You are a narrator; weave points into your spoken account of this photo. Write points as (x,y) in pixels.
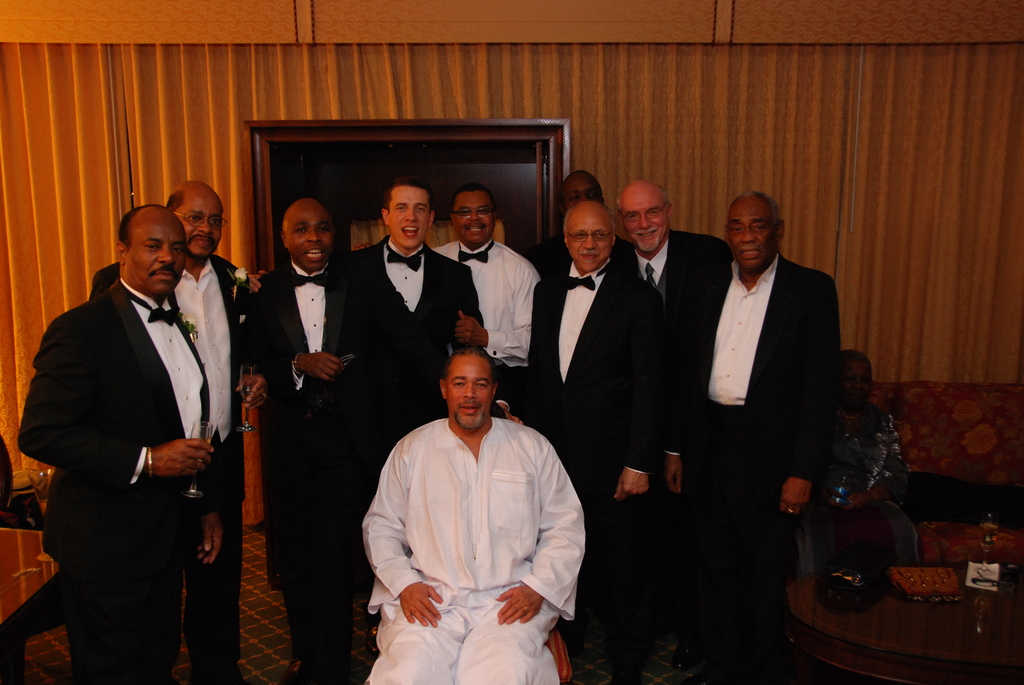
Here we can see group of people (574,438) posing to a camera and they are holding glasses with their hands (161,464). This is a table (925,667). On the table (925,641) there is a glass (984,562), paper (970,574), and objects (911,596). Here we can see a person (861,449) sitting on the sofa (999,406) and there is a carpet (266,641) on the floor (29,644). In the background (141,165) we can see curtains (42,311).
